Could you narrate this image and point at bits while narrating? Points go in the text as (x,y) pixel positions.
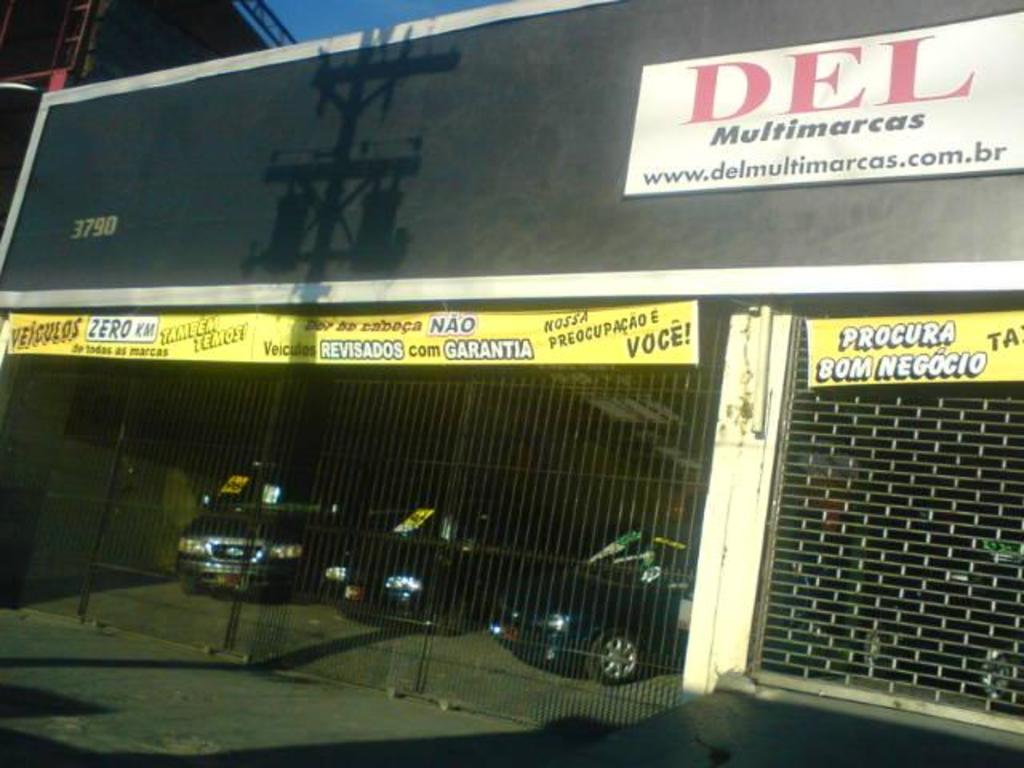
In this picture we can see a name board (1000,125), banners (410,345), shutter (914,451), vehicles (662,570) on the ground (404,637), fence (555,683) and some objects (55,82).
